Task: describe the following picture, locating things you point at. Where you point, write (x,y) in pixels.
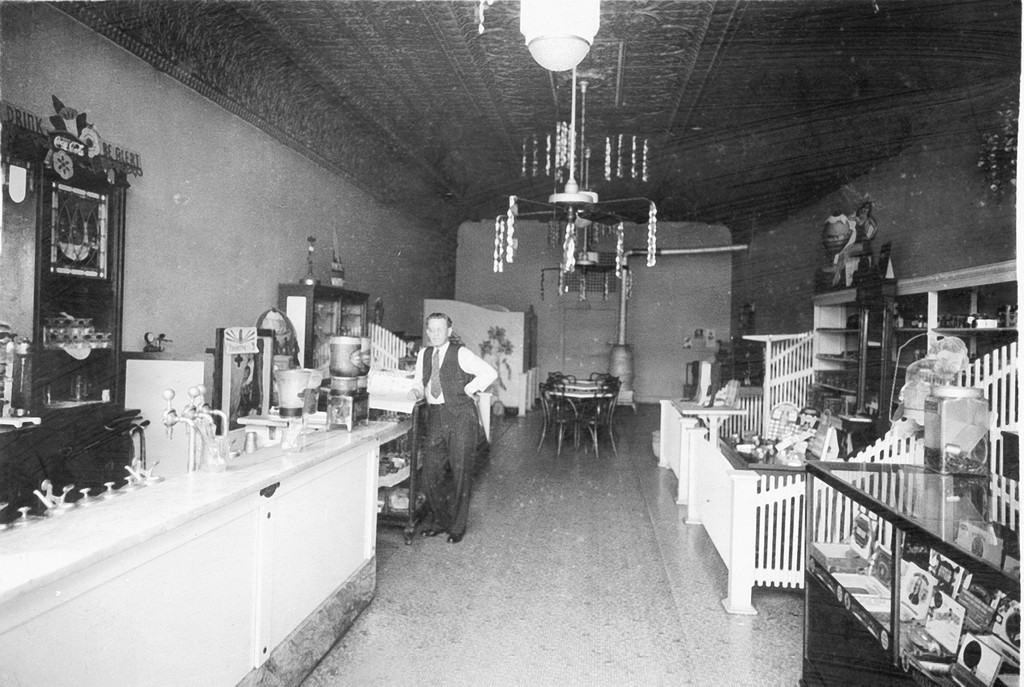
In this image there is one person (462,480) standing in middle of this image (449,448), There is a kitchen counter top (256,431) at left side of this image (241,473), and there are some objects (730,442) kept at right side of this image (813,471). There is a dining table (584,385) in middle of this image (593,445) and there is a wall (551,307) in the background (680,329). There is a lamp light (567,55) at top of this image (581,18). There are some shelves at left side of this image (37,391) and right side of this image (941,537) as well, and there is a floor (531,588) at bottom of this image (535,611).
